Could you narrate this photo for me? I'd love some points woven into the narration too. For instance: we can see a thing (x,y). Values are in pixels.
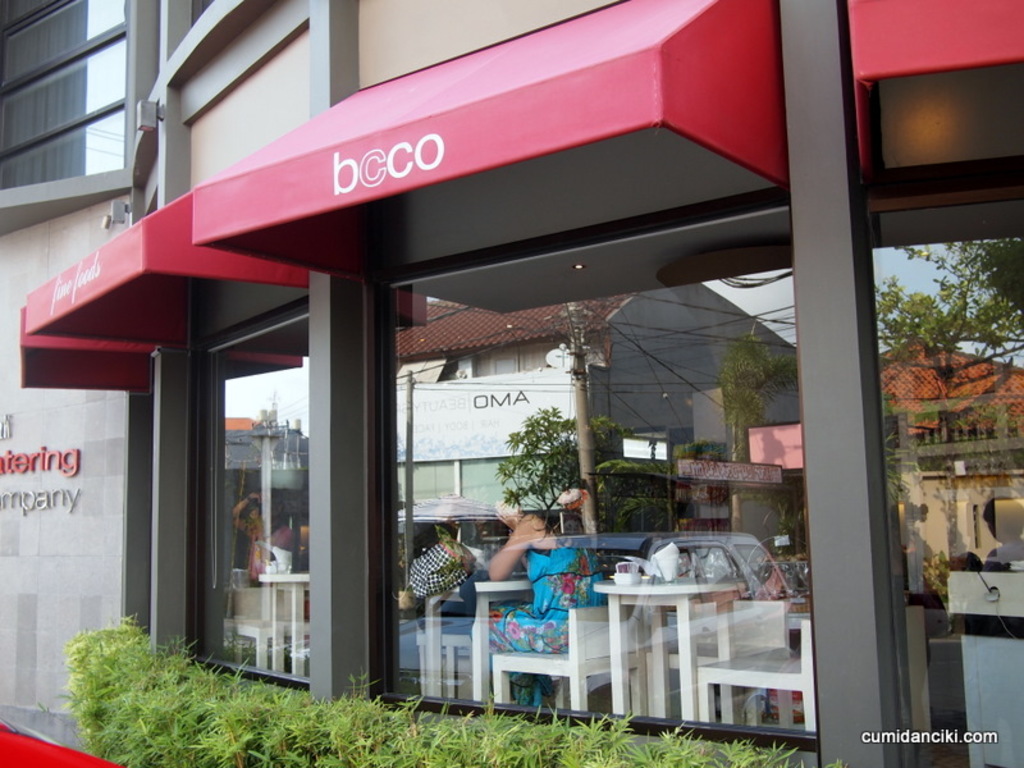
In the image we can see there are people (514,624) who are sitting on chair (636,654) and on table (636,588) there are tissues (670,564) and at the back (453,484) there are reflections (577,418) of building (690,428) and trees (609,430).
